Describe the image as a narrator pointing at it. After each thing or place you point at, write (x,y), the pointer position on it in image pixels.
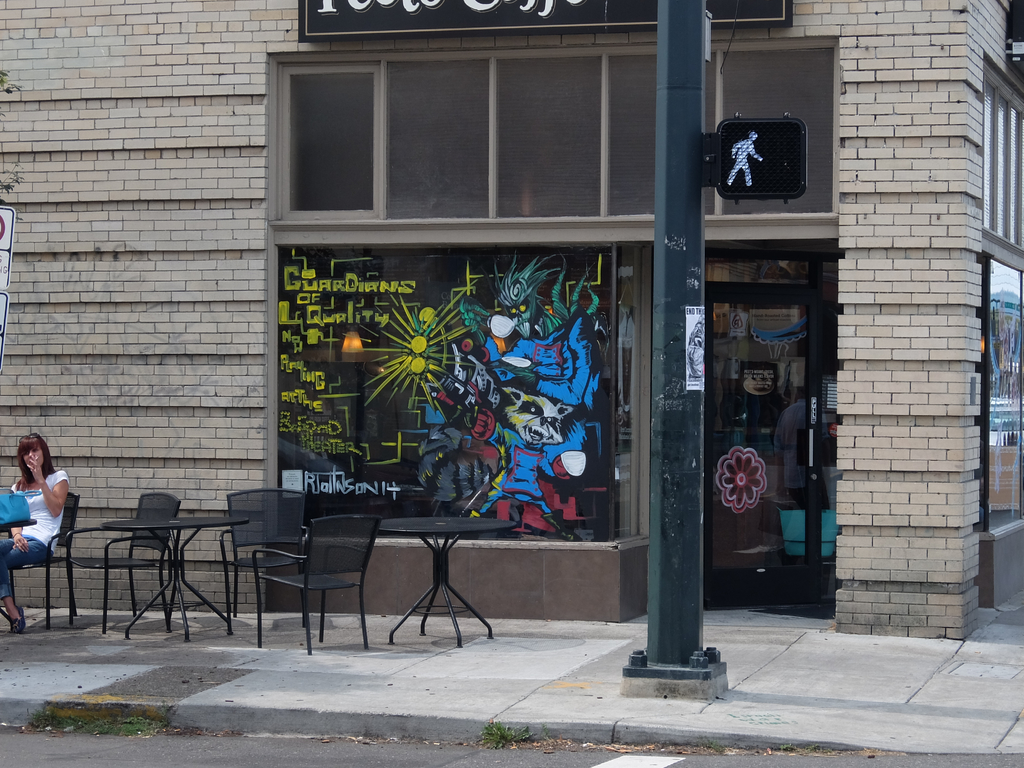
In this image I see a women (29,458) who is sitting on a chair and there are 3 chairs (153,497) and 2 tables (412,521) over here. I can also see that there is a shop (310,465) and there is a pole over here and the path (101,671).
